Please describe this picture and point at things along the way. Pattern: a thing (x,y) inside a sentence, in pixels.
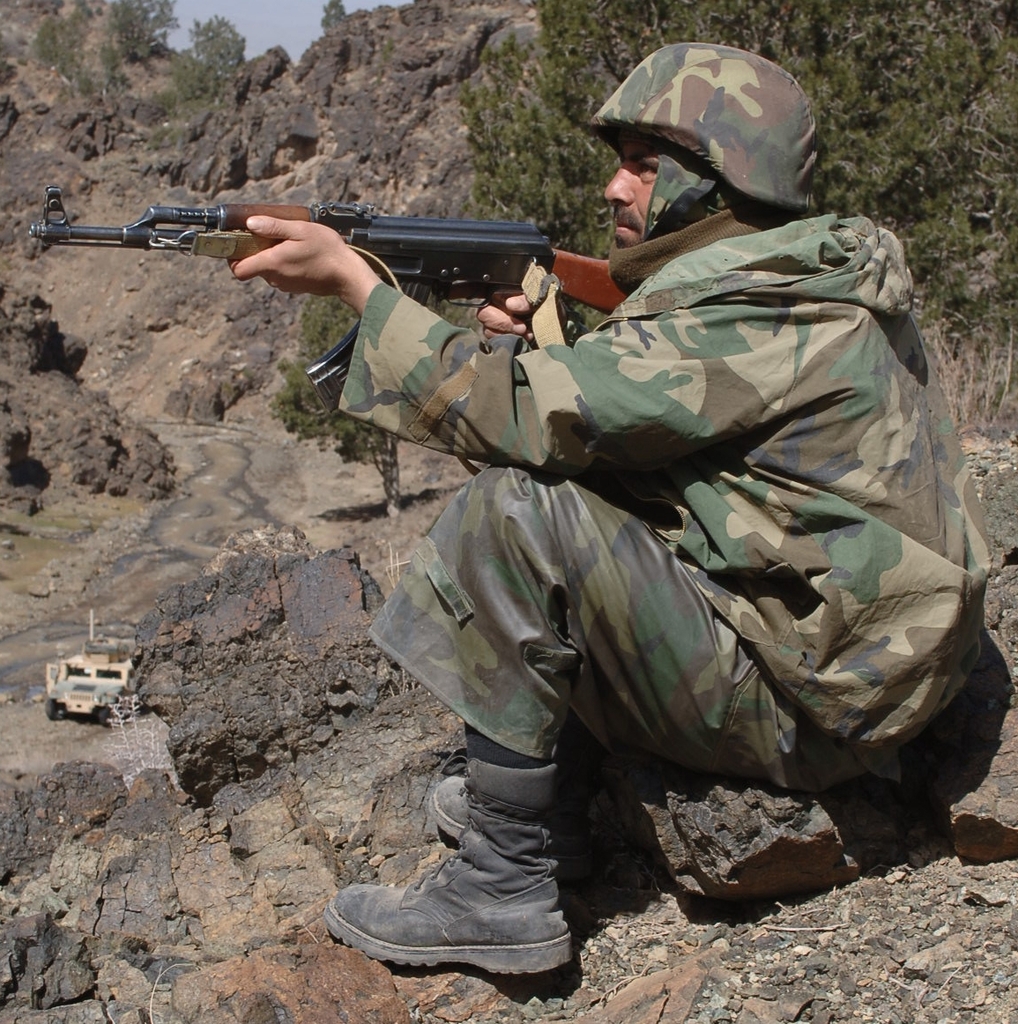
In this picture I can see a man (455,364) sitting in front (880,351) and I see that he is wearing army uniform (572,366) and he is holding a gun (522,275) and in the background (73,252) I can see the rocks (252,948) and on the bottom left of this picture (102,710) I can see a vehicle (84,683). I can also see few plants (513,220) in the background (113,14).
